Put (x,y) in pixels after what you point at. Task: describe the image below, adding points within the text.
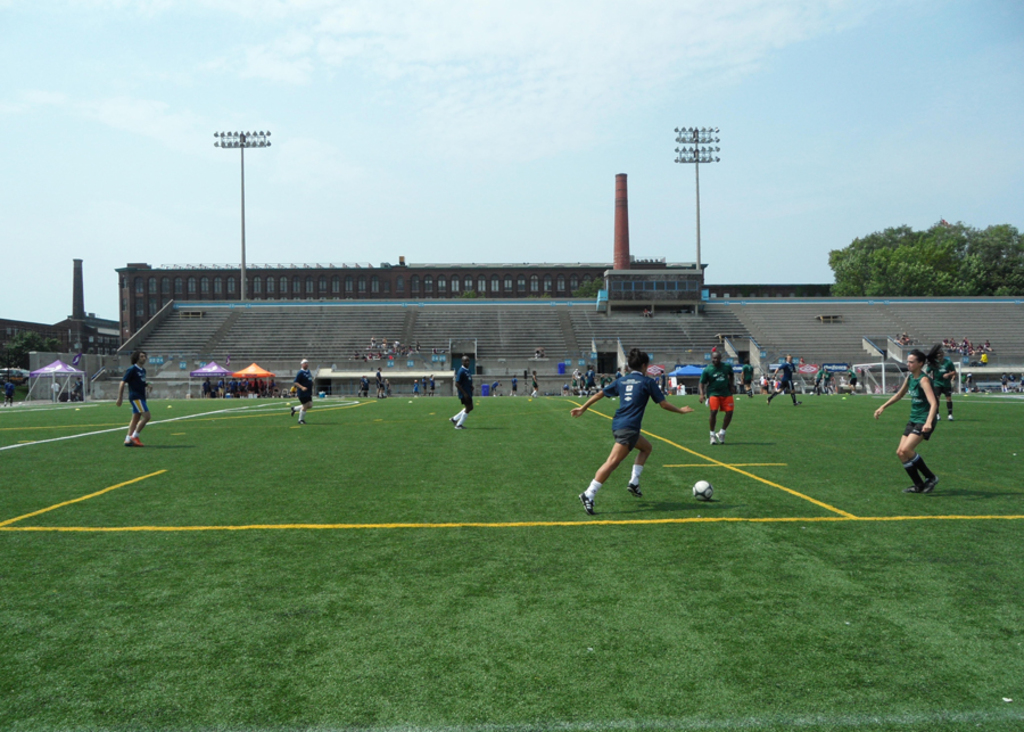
In this image there is a stadium (256,522) in that stadium (330,437), players (925,483) are playing football, in the background (268,192) there are two lights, trees (884,248) and a sky (383,188).
